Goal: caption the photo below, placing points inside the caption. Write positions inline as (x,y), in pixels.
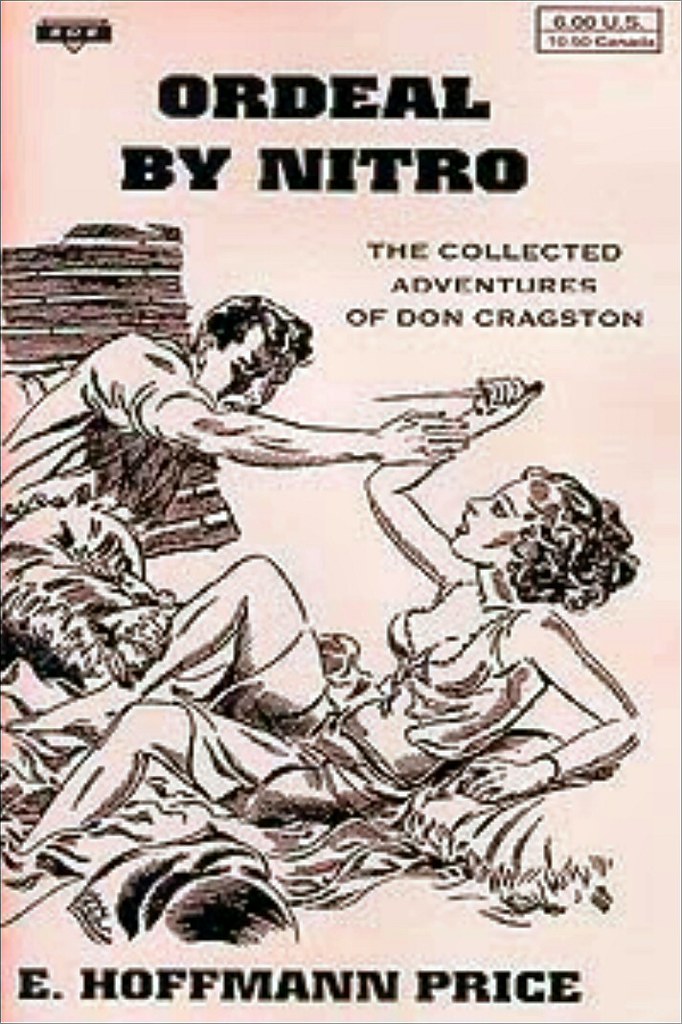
In this picture I can see a poster (330,271), where there is a photo (181,459) of a two persons (244,325), and there are words (362,147) and numbers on the poster (515,441).
